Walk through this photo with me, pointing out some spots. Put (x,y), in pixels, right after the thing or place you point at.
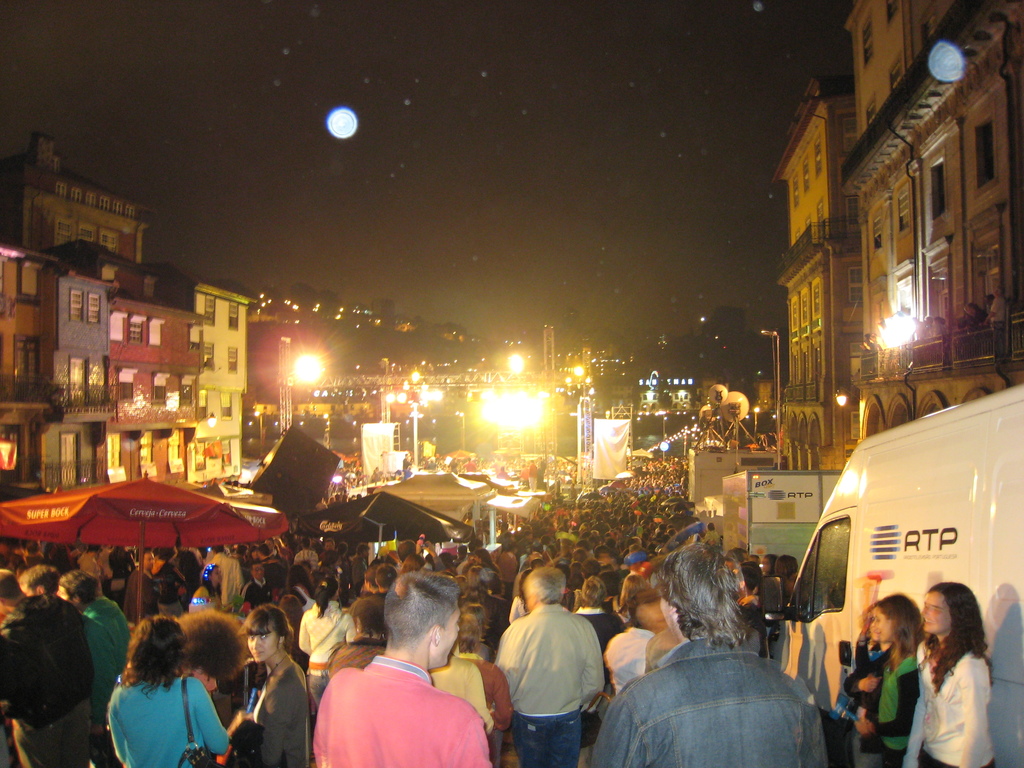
There are groups of people (291,606) standing. I can see the canopy tents (434,482). These are the buildings (211,307) with the windows (808,166). This looks like a lighting truss (392,381). I think this is a kind of a patio umbrella (147,534). On the right side of the image (779,527), I can see the vehicles (804,528). These are the lighting's (533,401). This looks like the moon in the sky (346,209).
